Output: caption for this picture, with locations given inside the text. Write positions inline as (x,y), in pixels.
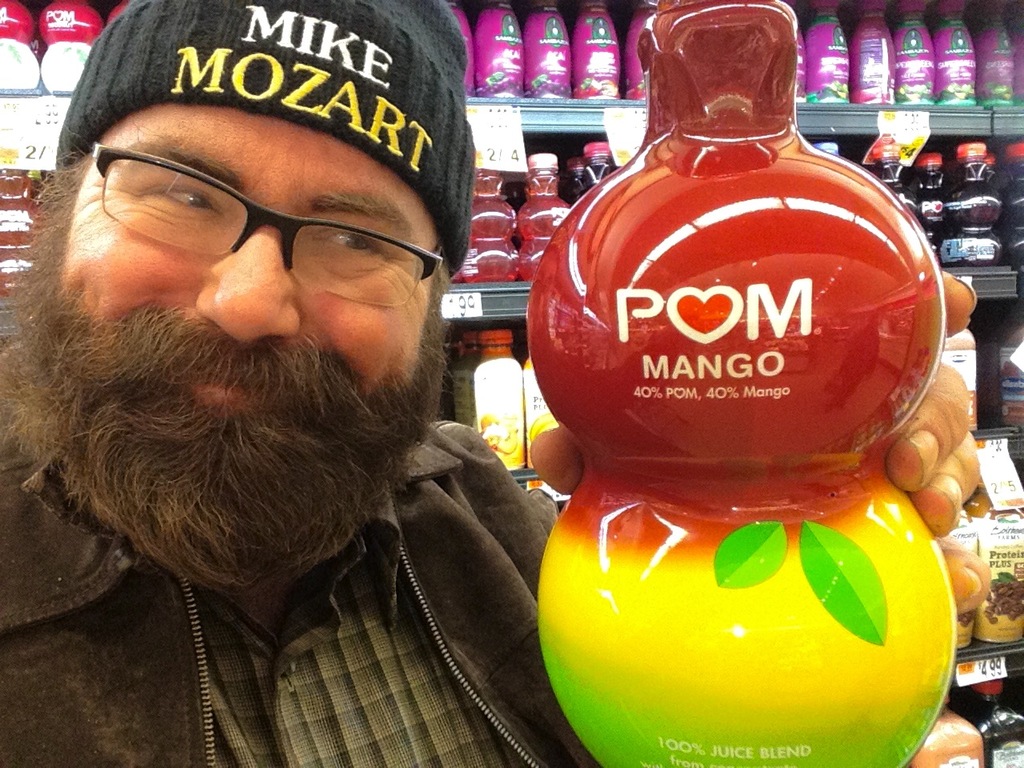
There is one person (336,578) standing and holding an object (700,419) as we can see in the middle of this image (673,437). We can see bottles (538,181) kept in the racks (532,104) in the background (550,185).
